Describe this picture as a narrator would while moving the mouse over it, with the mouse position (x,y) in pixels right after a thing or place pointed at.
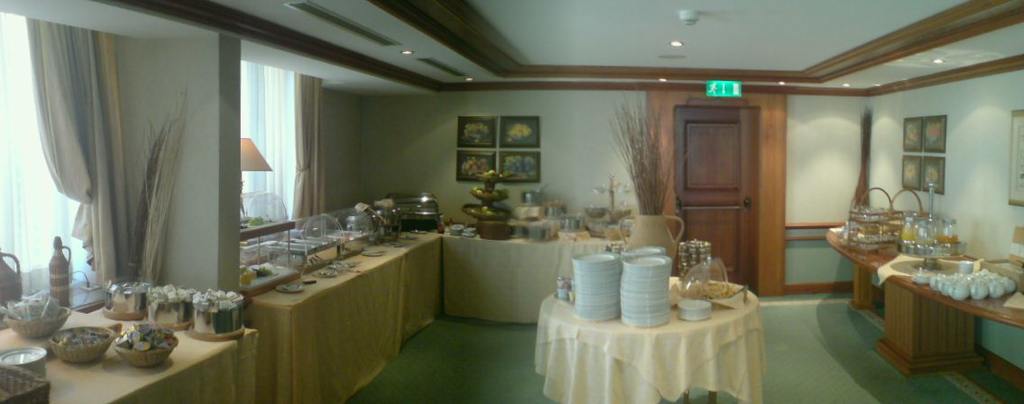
This picture is an inside view of a room (719,244). In this picture we can see the tables (354,381). On the tables (590,399) we can see the cloths (558,303), plates (665,293), vessels (659,239), containers (206,326), food items (264,271), bottle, cup (991,285), stands (930,250) and some other objects (36,379). In the background of the image (155,93) we can see the wall (562,115), boards (491,138), lamp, curtains (293,181), windows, door (738,190), sign board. At the top of the image (568,61) we can see the roof (542,32) and lights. At the bottom of the image (831,370) we can see the floor (845,385).
